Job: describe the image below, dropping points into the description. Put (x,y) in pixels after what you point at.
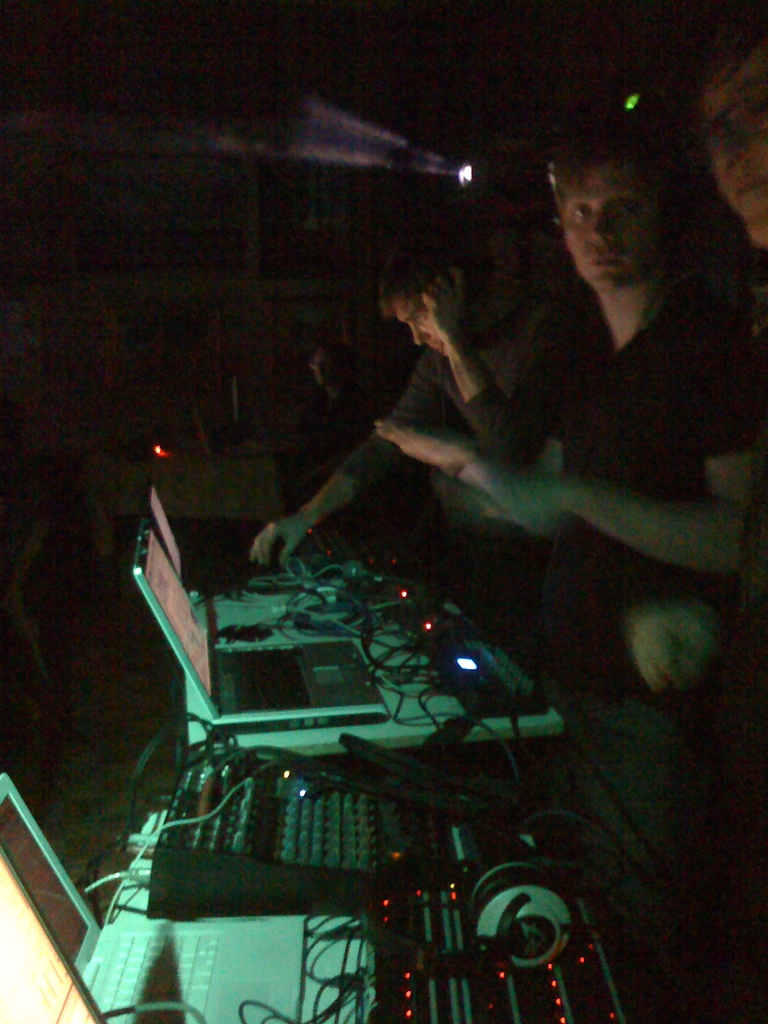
In this image I can see the dark picture in which I can see few persons (565,230) are standing. I can see few electronic equipment (315,680), few wires (280,619) and few headsets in front of them. I can see the dark picture in which I can see a person (321,403) sitting in front of a table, few lights (465,177) and few other objects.
